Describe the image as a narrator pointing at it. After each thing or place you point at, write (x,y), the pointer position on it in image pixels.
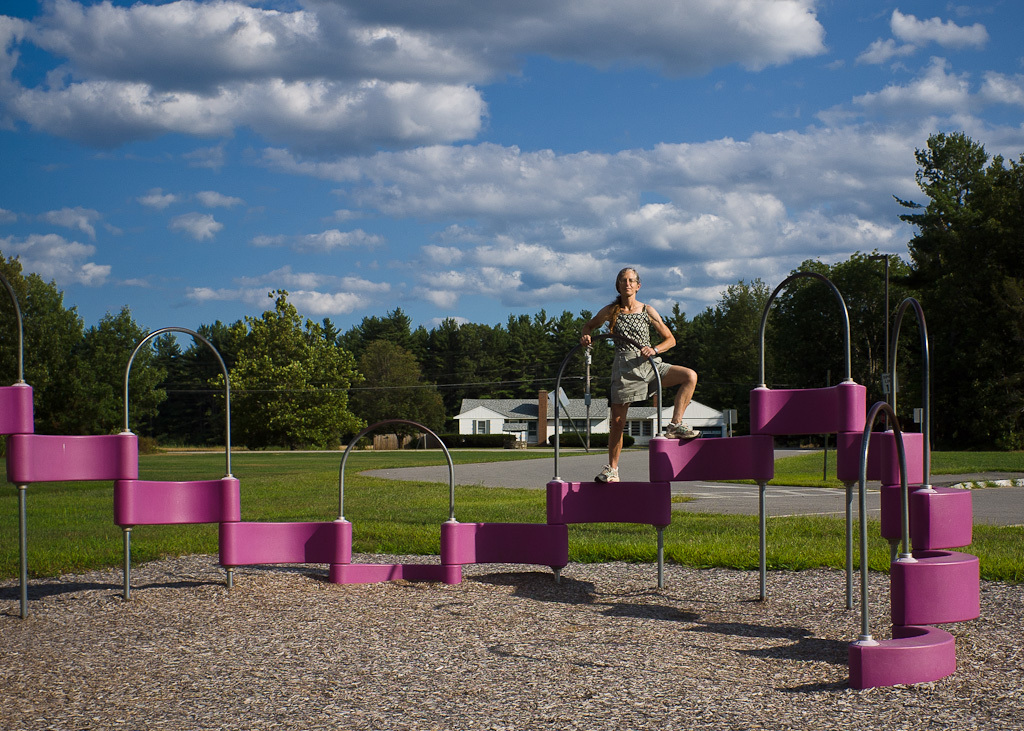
In this image I can see there is a woman (620,449) standing on a metal object (518,546), there is some grass (107,524) on the floor (419,522), in the background (142,386) there is a building (478,425), trees (462,375) and the sky (523,238) is cloudy.
